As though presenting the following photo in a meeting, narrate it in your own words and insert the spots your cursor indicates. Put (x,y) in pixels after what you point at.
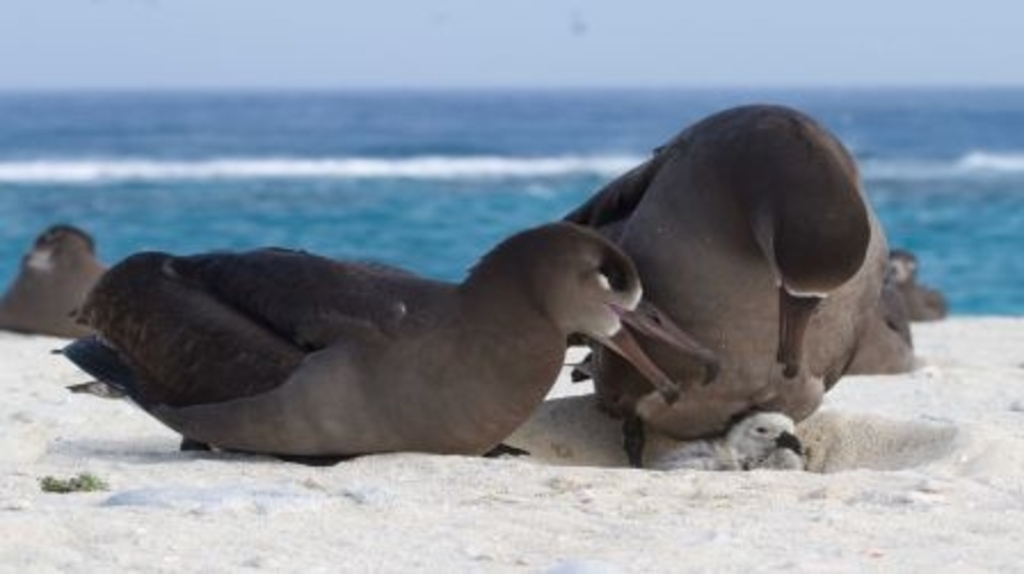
In this image I can see the birds (652,337) on the sand (564,509). These birds (516,348) are in black, grey and white color. In the back (467,198) I can see the water (453,147) and the sky (452,85).
